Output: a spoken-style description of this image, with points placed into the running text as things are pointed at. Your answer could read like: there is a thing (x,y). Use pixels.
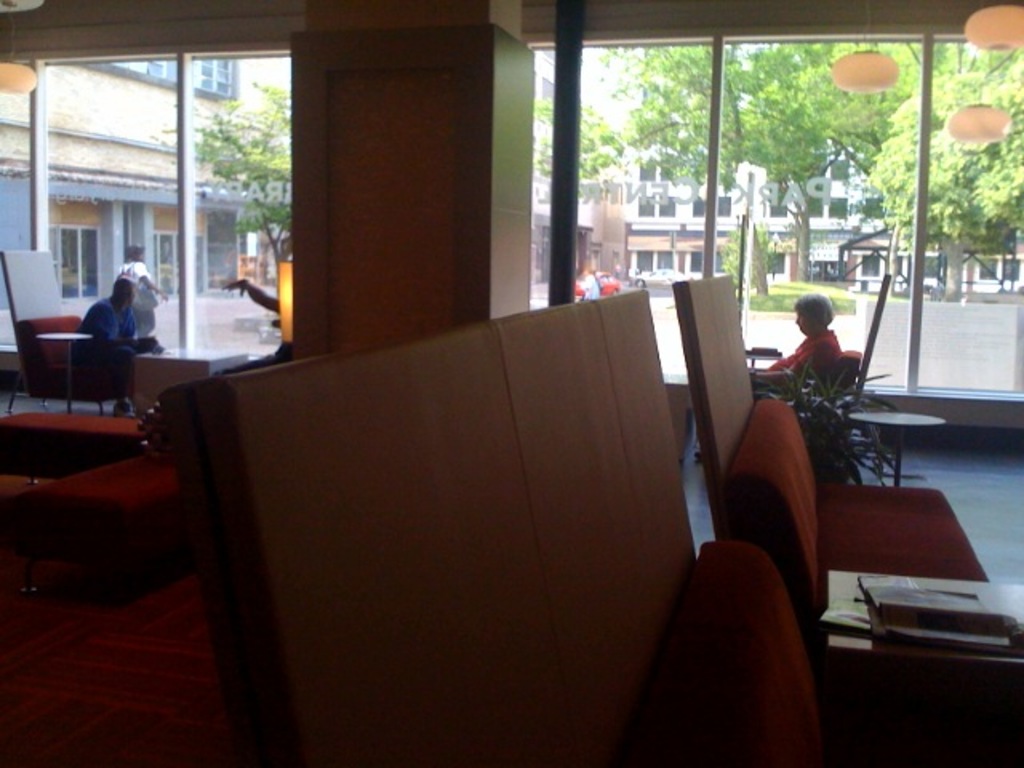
In this image I can see two people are sitting. Here I can see an inside view of a building (510,455). Here I can see chairs (796,492), tables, a pillar (372,156) and framed glass wall (186,330). In the background (701,184) I can see people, vehicles (670,276), trees (785,156), buildings (668,250) and other objects (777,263).
